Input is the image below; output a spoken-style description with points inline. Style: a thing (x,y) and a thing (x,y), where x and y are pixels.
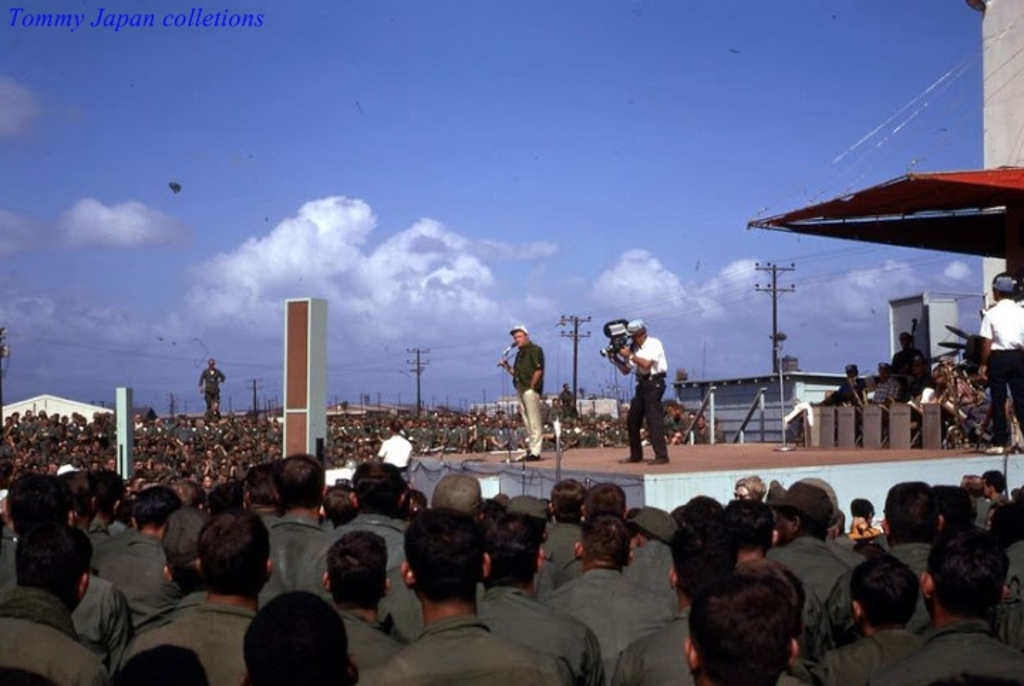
In the image there are many people (529,556). In between them there is a stage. On the stage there is a man (524,369) with mic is standing. Behind him there is a man (633,366) holding a video camera (619,347) in the hand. And on the right side of the image (992,350) on the stage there is a man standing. At the top of them there is a roof (978,175). In the background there are electrical poles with wires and also there are small houses (791,399). At the top of the image (170,31) there is sky (101,31) with clouds (720,304). In the top left corner of the image (258,18) there is a name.
